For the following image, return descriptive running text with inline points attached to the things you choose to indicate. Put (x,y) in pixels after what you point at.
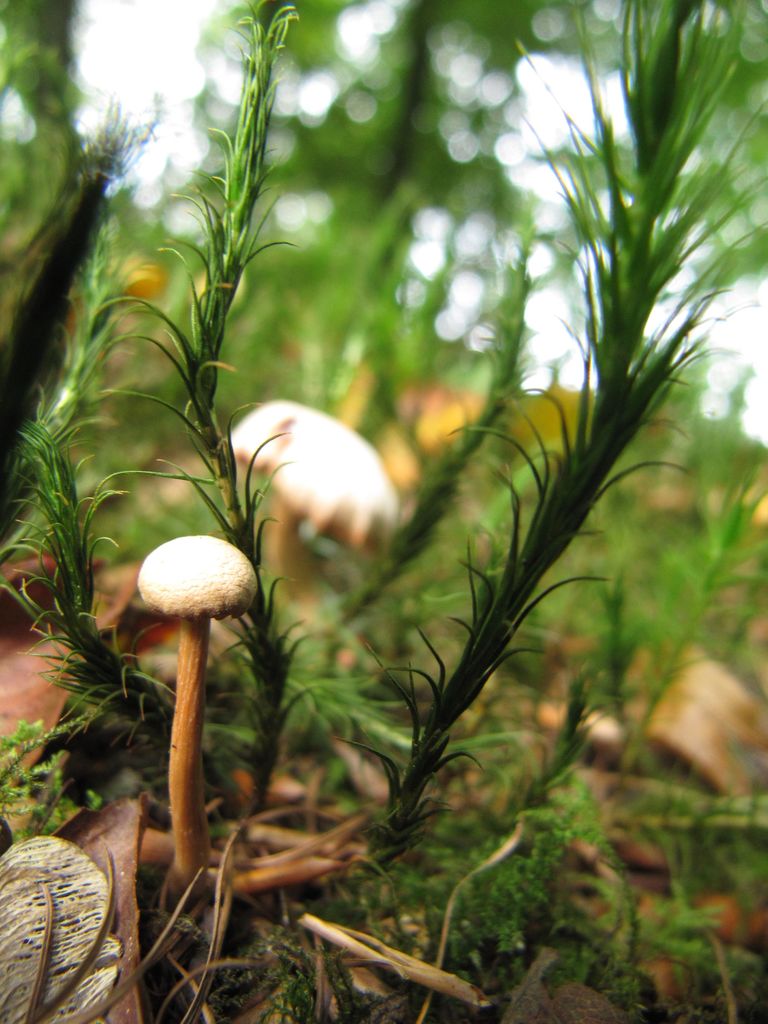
At the bottom of this image (350,903) I can see some plants (477,659) in green color and also there are two mushrooms (233,548) in white color. On the top of the image (308,62) the background (72,106) is blurred.
